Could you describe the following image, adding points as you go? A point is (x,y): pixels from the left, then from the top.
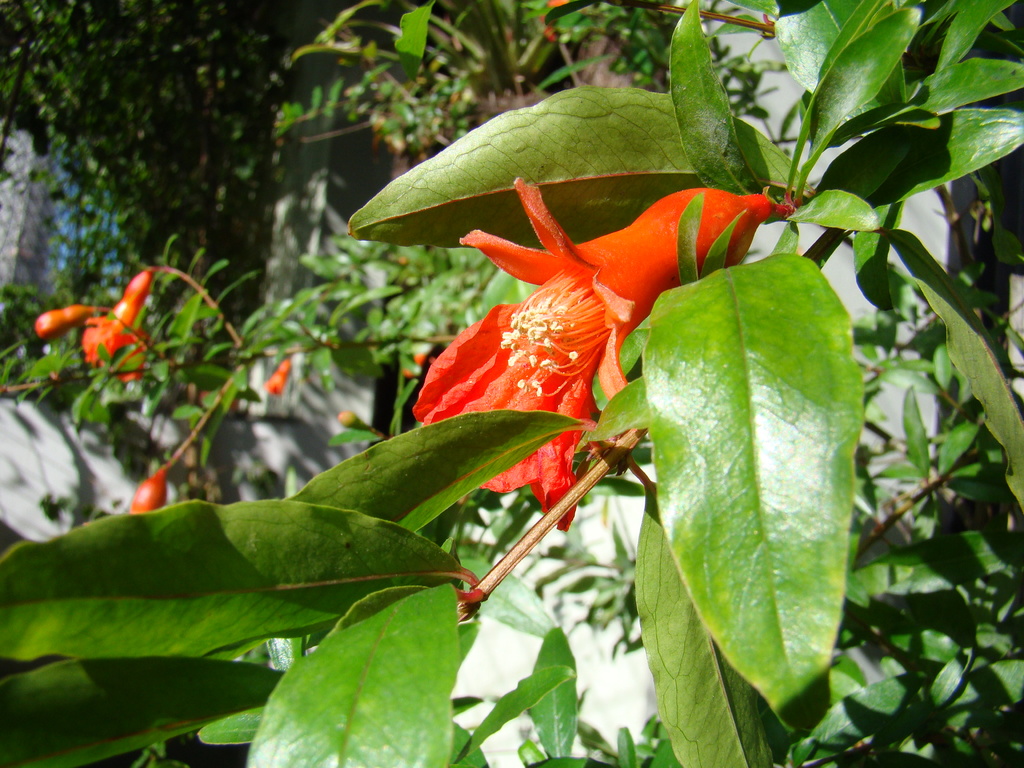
In this image we can see a pomegranate tree (610,376) with flowers (665,253).
